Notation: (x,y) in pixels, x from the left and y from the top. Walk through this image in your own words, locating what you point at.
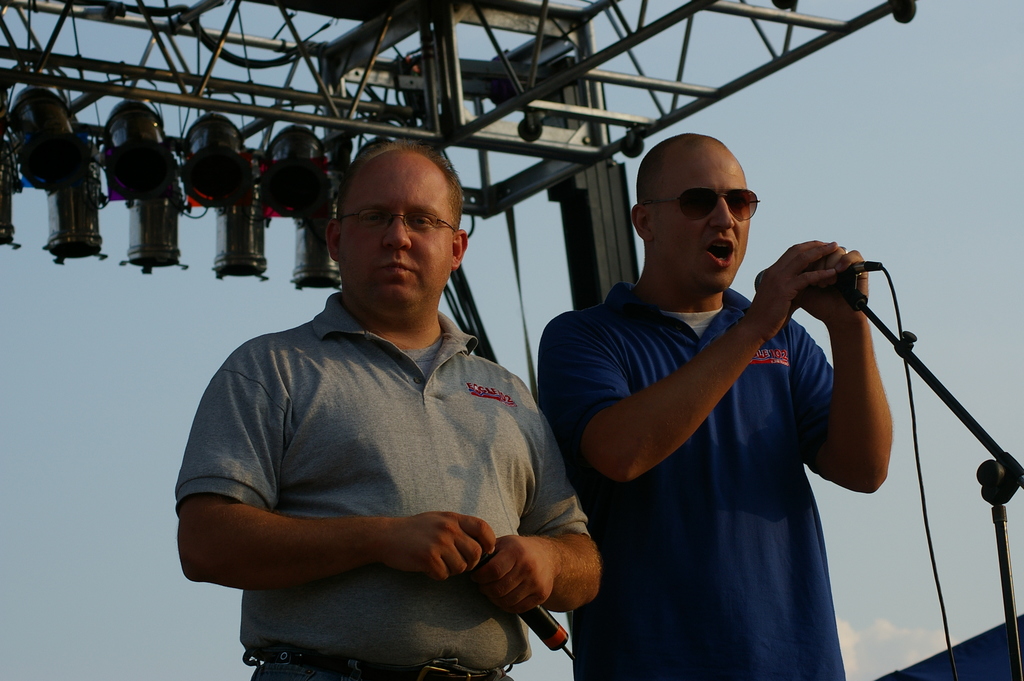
In this picture we can see two persons (590,414) standing, he hold a mike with his hand (460,559) and he has spectacles (413,216). And this person (847,443) is singing. And on the background (255,151) these are the lights (192,182). And this is the sky (879,167).
